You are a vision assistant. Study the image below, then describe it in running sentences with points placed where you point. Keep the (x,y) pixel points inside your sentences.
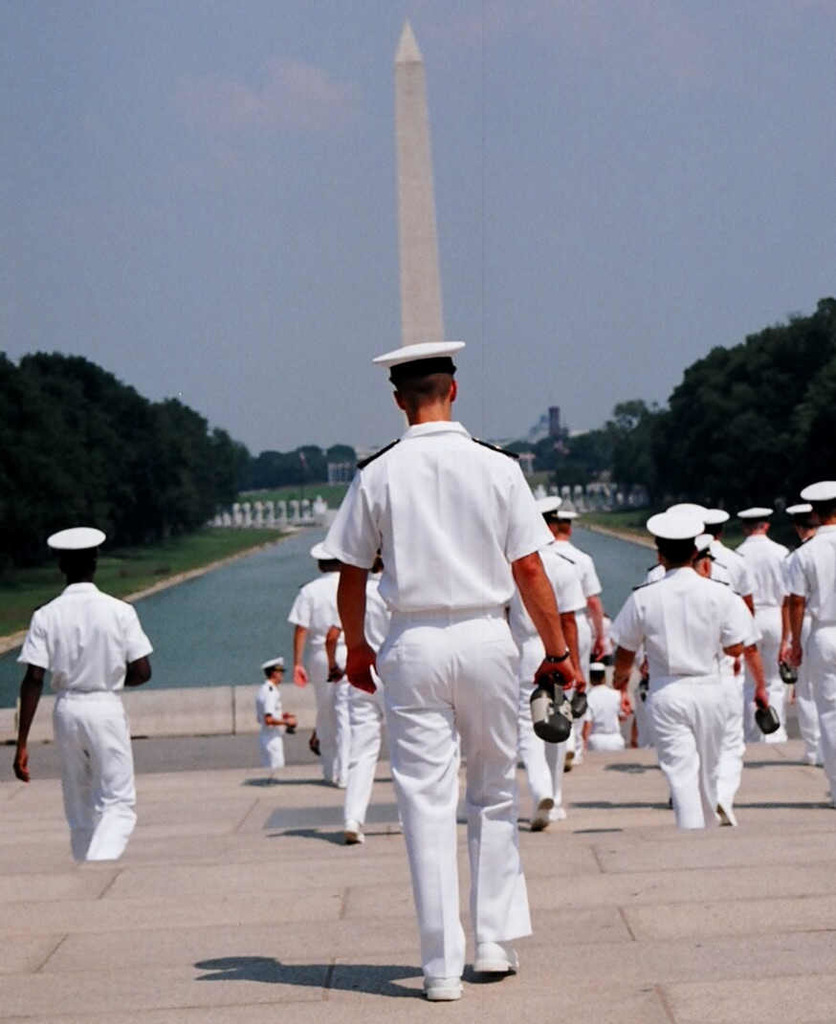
In the center of the image (410,625) we can see a group of persons (284,752) walking on the stairs (141,778). In the background (417,80) there is a tower (405,38), trees (204,475), water (196,619) and sky (173,205).
